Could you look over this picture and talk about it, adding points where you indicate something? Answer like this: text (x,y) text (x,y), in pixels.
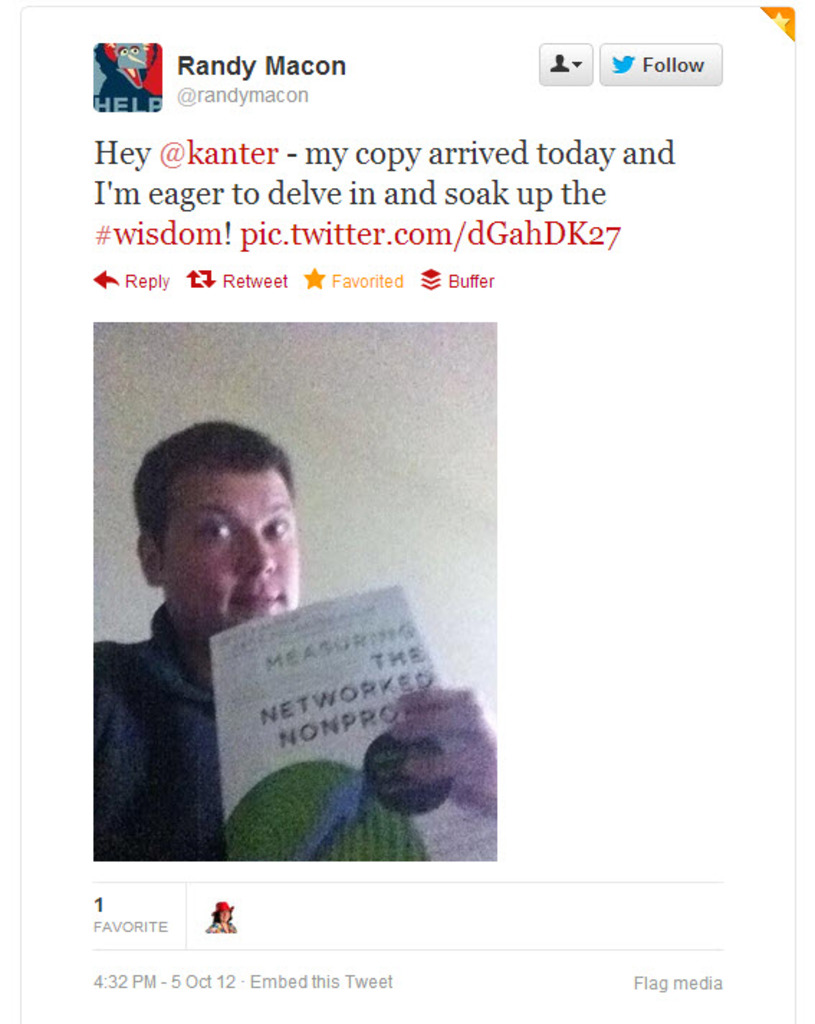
This image consists of a screenshot. Here I can see an image (345,432) of a person (195,623) holding a book (293,693) in the hand (439,693). At the top of it I can see some text (320,193).
